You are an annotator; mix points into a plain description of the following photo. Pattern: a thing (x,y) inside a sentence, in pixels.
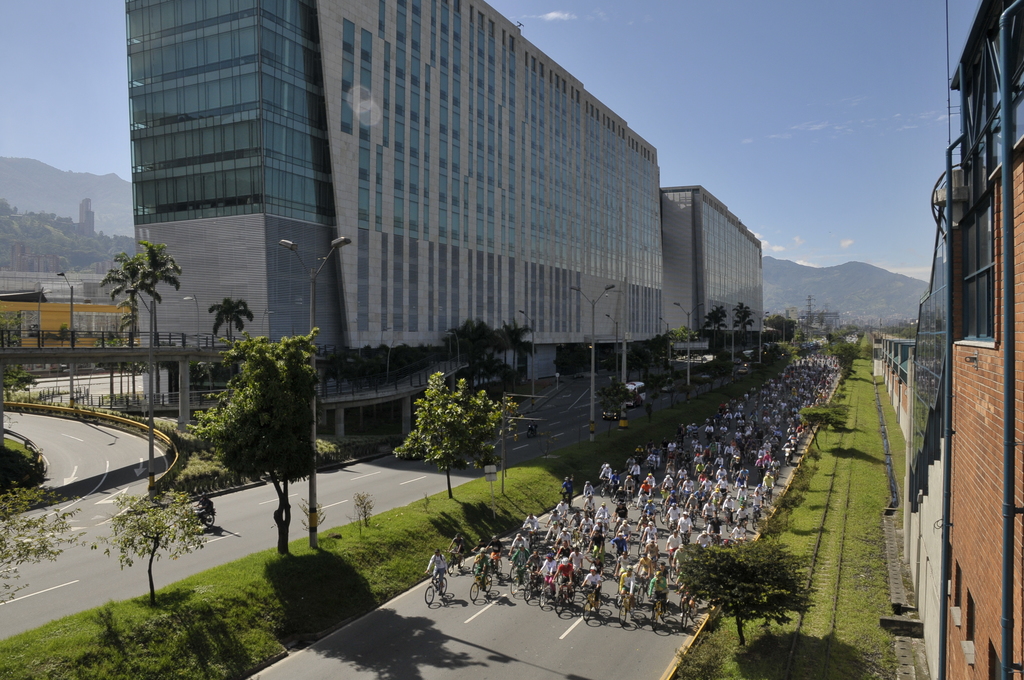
In this image there are many people (738,455) cycling on the road (681,477), beside the road (691,469) there is grass (554,473) on the surface (548,452) there are trees (467,454), lamp posts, buildings (447,324), in the background of the image (108,238) there are mountains (60,228).
